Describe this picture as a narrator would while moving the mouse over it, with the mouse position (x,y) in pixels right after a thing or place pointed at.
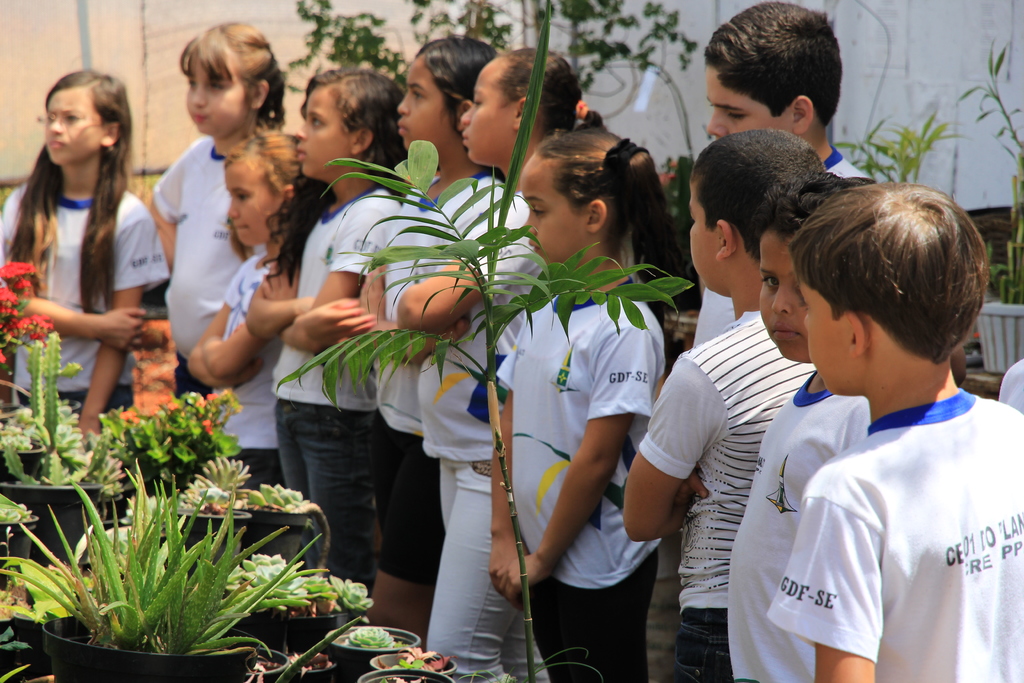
This image consists of many children (402,223). They are wearing white T-shirts (378,235). On the left (101,464), there are potted plants (64,464). In the background (877,52), we can see a wall (900,24) along with the plants (665,15).
